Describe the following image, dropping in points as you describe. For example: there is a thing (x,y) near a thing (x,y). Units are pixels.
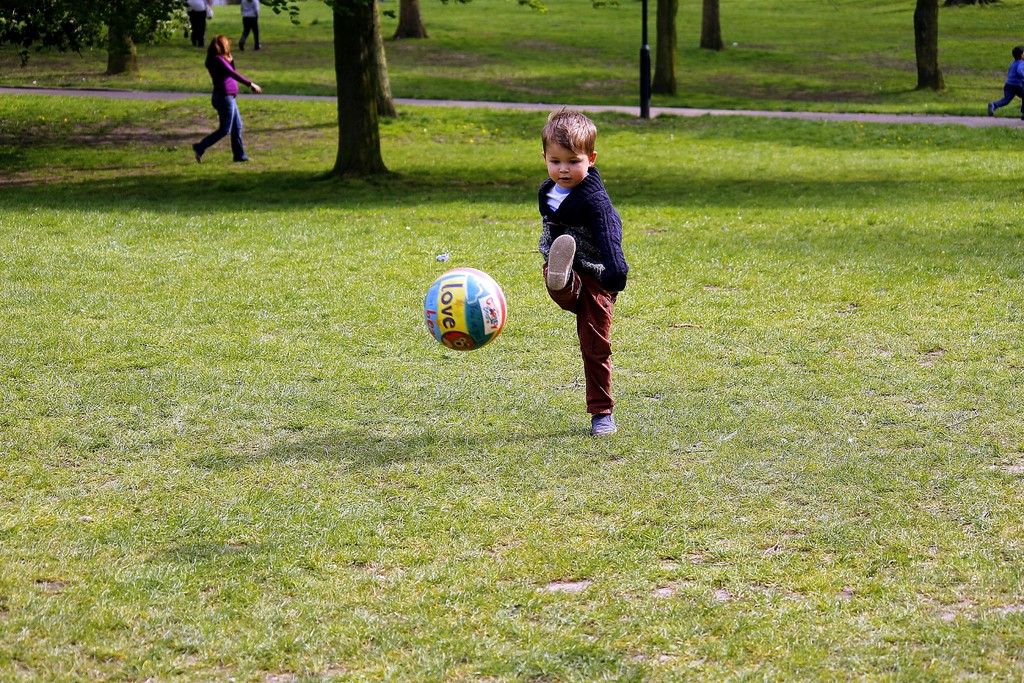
A boy (551,252) is trying to hit the ball (489,325), here people (225,70) are walking in the grass (447,442), there are trees (982,0).
